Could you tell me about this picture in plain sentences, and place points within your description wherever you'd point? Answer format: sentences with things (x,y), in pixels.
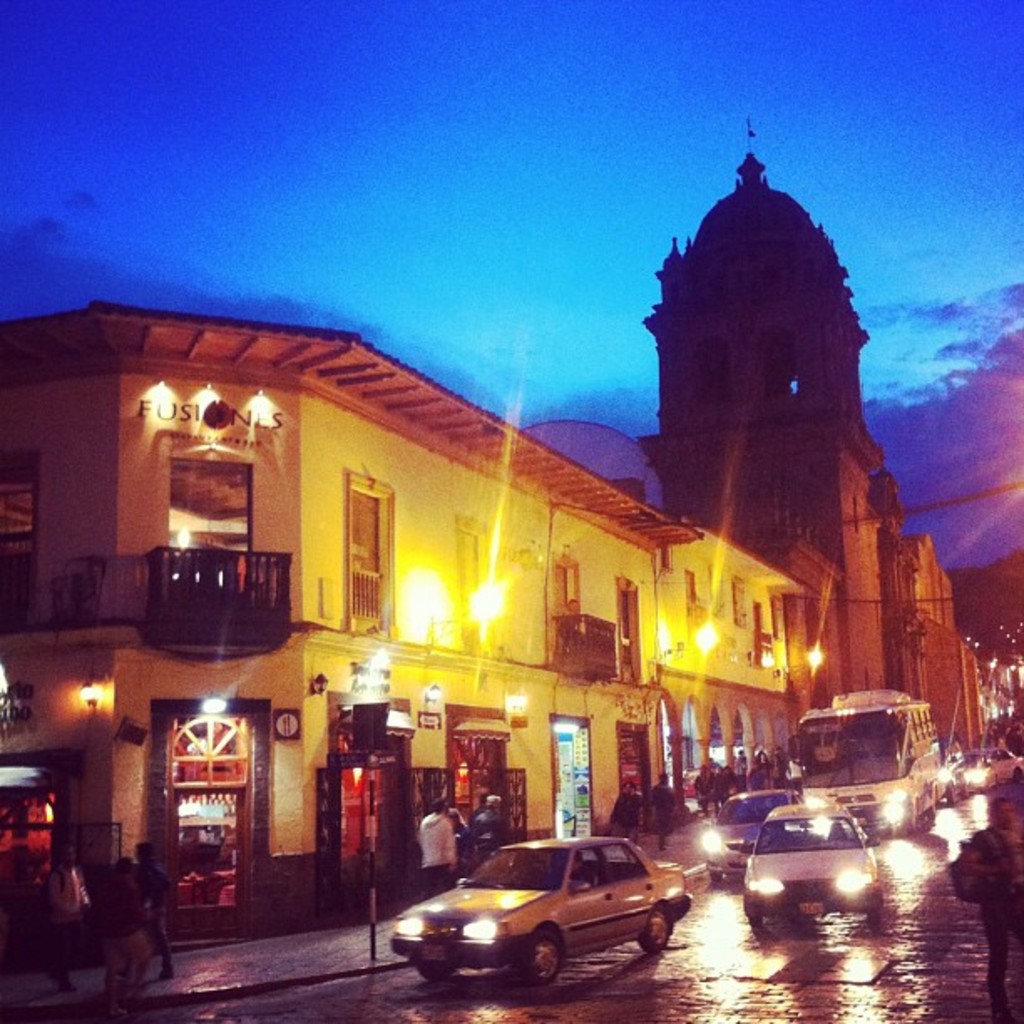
In this image I see the buildings (619,494), road (237,1006) on which there are vehicles (770,829) and I see number of people (460,840) on the footpath (653,836) and I see the lights (816,797) and I see a word (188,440) written over here. In the background (293,291) I see the sky (914,209) and I see the wires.
